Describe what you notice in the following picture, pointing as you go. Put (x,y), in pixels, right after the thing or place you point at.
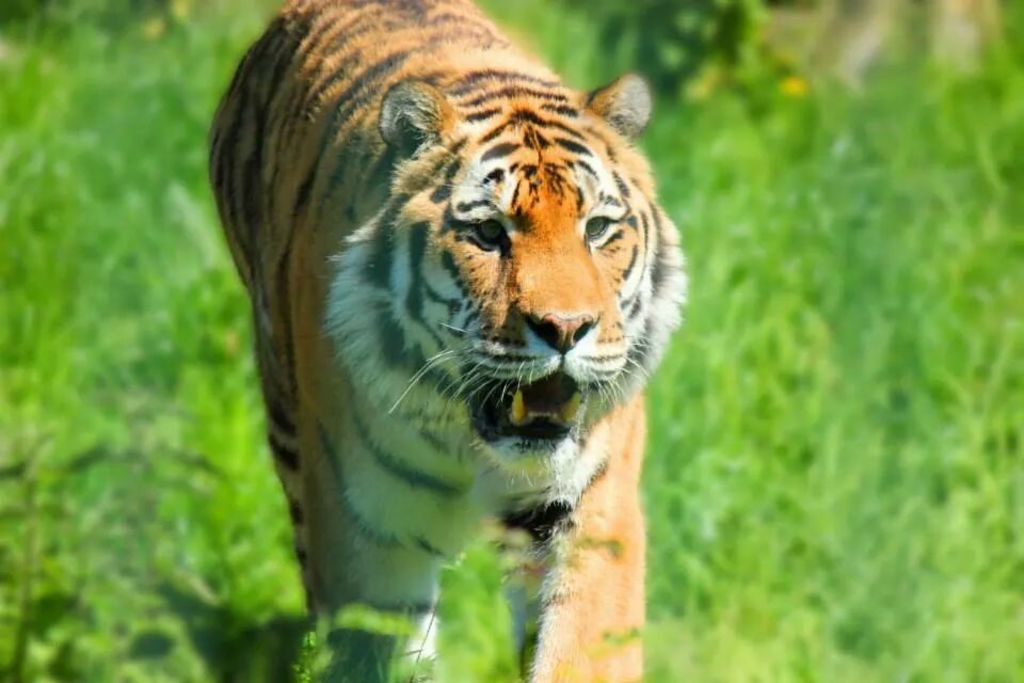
In this image we can see a tiger (465,7), there are trees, the background (1005,307) is in green color.
